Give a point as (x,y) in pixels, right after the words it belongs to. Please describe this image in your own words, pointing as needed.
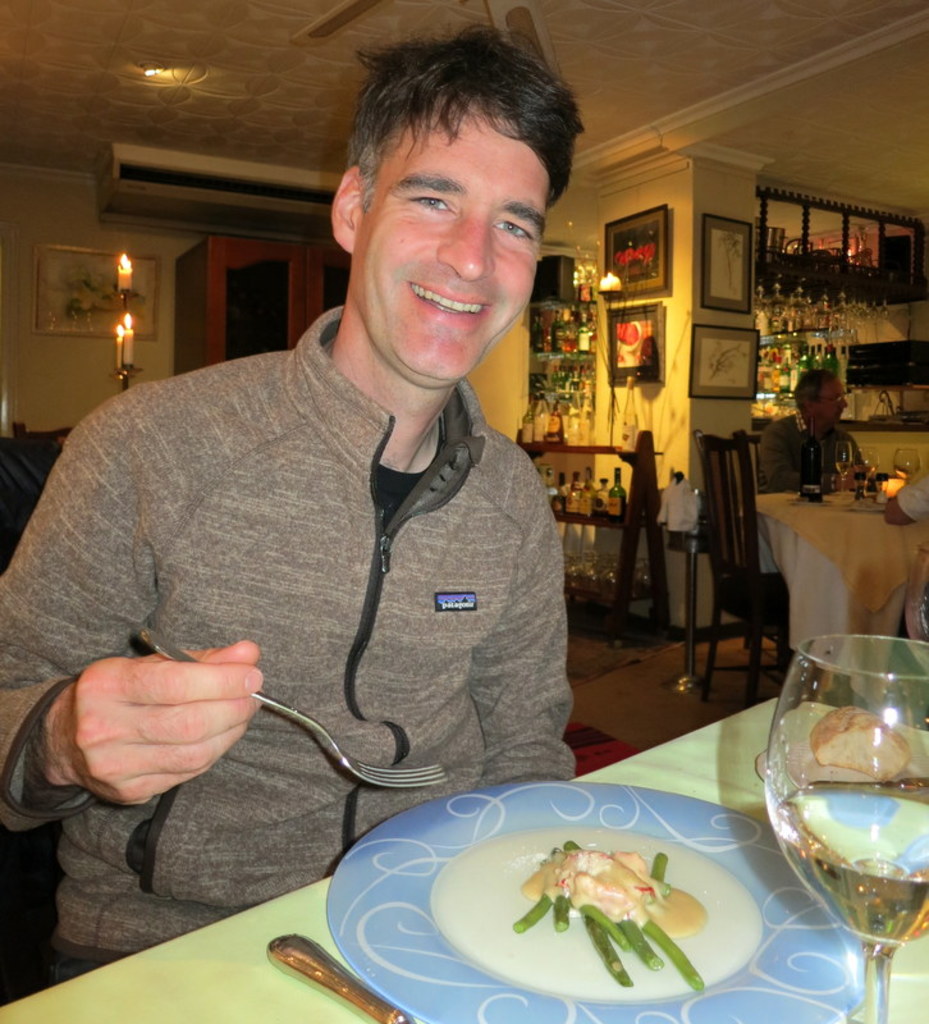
The image looks like it is a restaurant (763,611) there is a man (82,962) sitting in front of the table (275,999) and on the table (738,782) there is a food (539,912) on plate (484,854) he is holding a fork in his hand (65,756) and there is also a glass (857,722) beside the plate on table (752,787), in the background (864,511) there is another table (818,524) on which two people (825,465) are sitting, behind them there are some bottles (790,357) and glasses (840,315) kept in the shelf (800,340) towards left side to the wall (678,299) there are few photo frames (622,249) and behind the man (361,507) and there is air conditioner (149,188), few candles (125,263) and a cupboard (257,295).
